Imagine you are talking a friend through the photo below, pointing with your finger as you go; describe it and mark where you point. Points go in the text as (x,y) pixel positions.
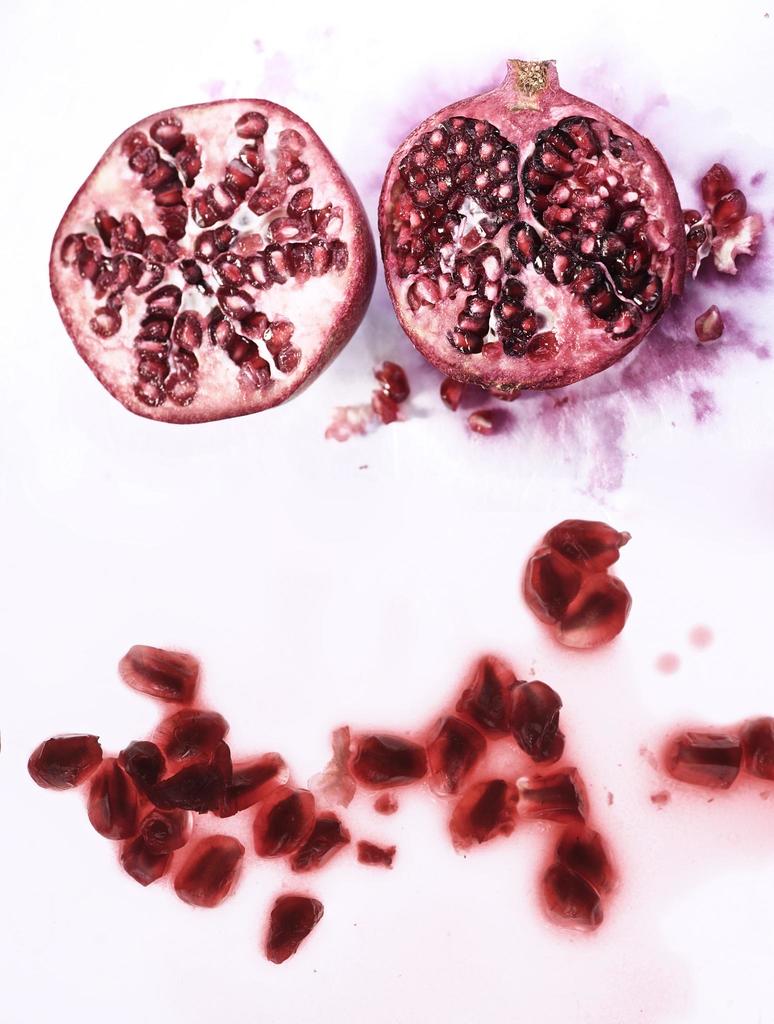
In the image there is a half cut pomegranate (466,186) on a table (113,930) with its seeds (452,759) in front of it.
